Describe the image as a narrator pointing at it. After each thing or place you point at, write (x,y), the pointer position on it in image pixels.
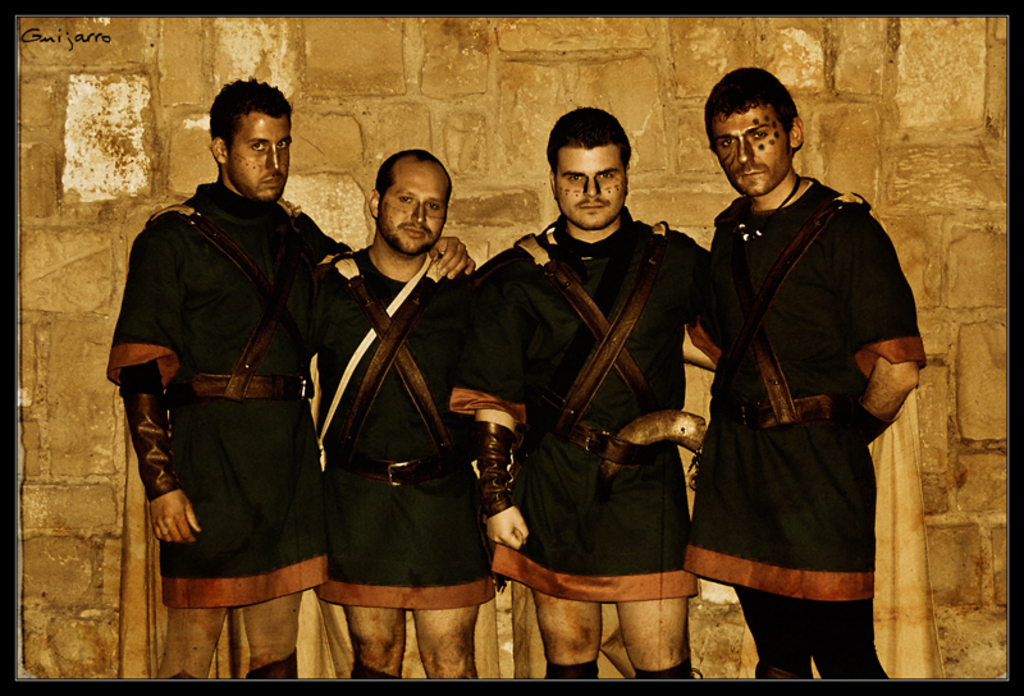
In this picture we can see four men (407,283) standing. There is some text (72,36) on the top left (54,29). We can see a stone wall (965,394) in the background (93,558).
